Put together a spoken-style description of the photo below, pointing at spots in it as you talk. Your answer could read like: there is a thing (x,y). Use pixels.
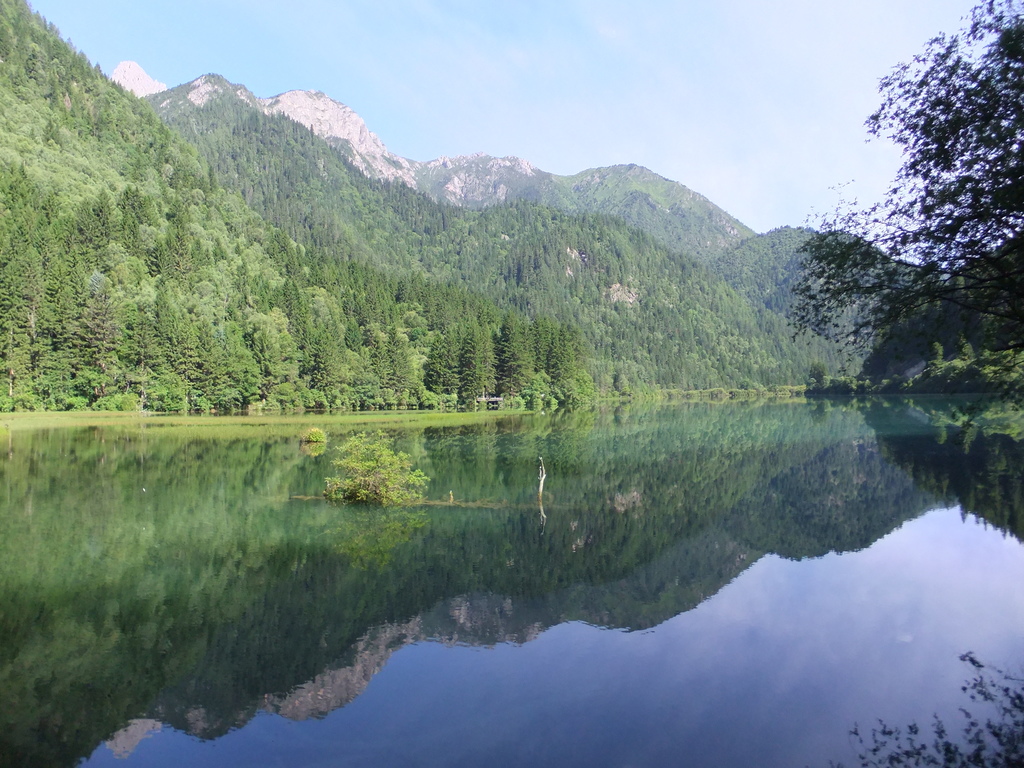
In this image in front (559,576) there is water (539,576). There are plants (464,412). In the background of the image (477,293) there are trees (386,218), mountains (682,216) and sky (799,53).
